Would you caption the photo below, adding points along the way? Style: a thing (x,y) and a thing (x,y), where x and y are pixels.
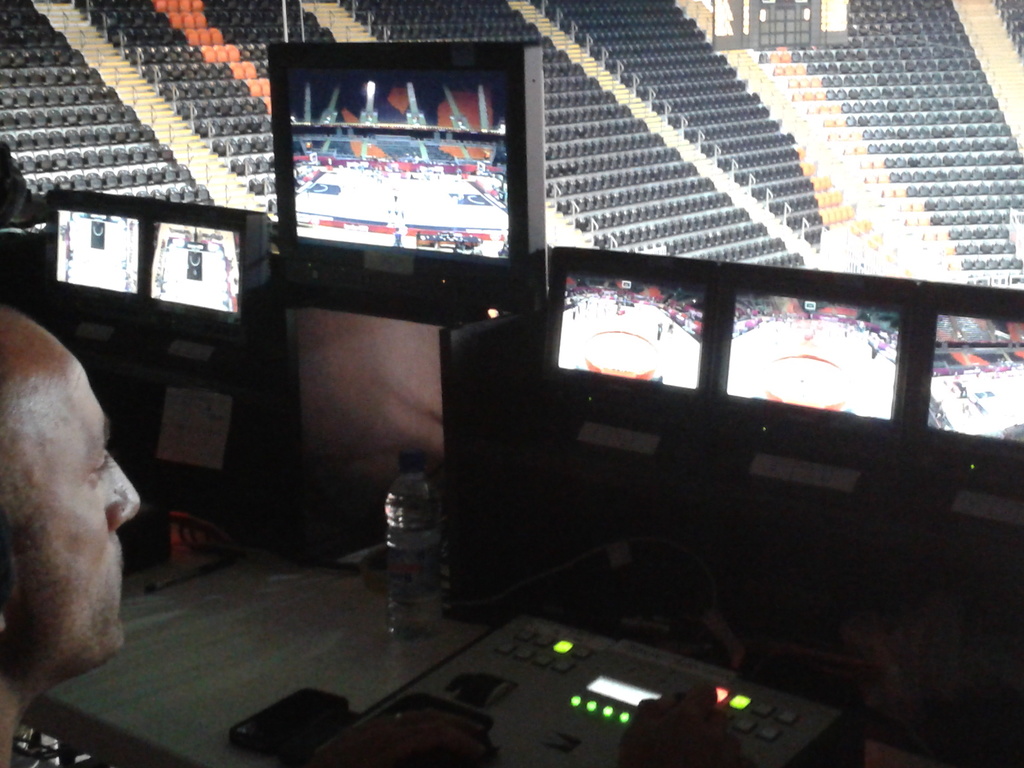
On the left side of the image (120,555) we can see persons (92,544) sitting at the monitors (426,233). On the table (350,557) we can see water bottle (386,510) and some equipment (497,697). In the background (244,34) we can see chairs (756,130).
